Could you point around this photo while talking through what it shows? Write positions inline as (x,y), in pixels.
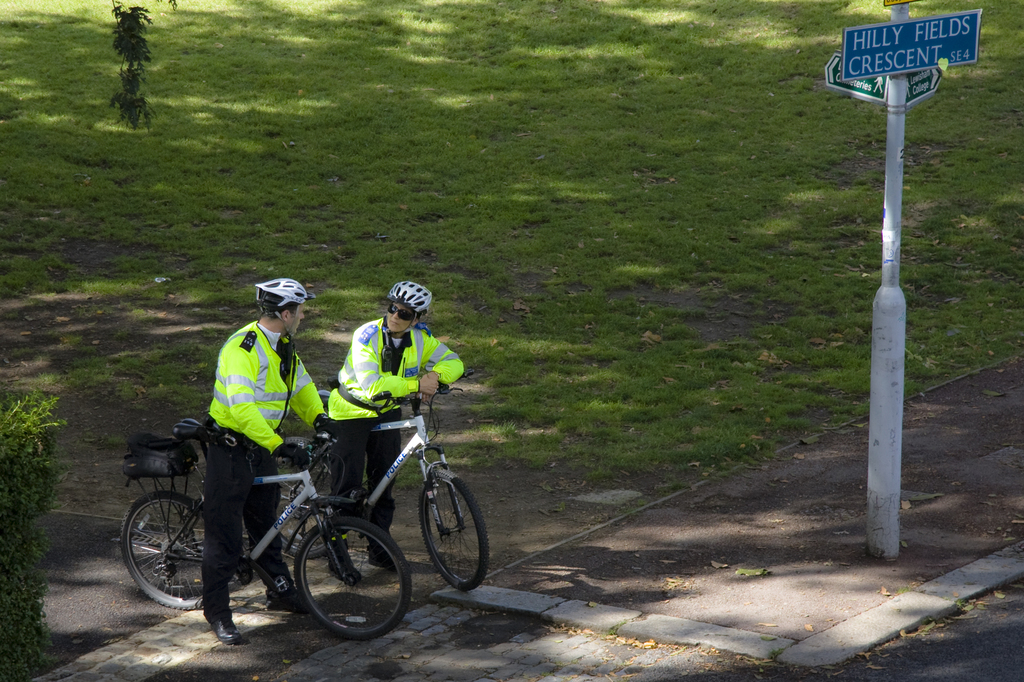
In the center of the image (358,373) there are two persons (358,373) on the bicycle (341,495). There is a sign board (868,53). In the background of the image (440,118) there is grass (546,167). At the bottom of the image (970,654) there is road (921,644). There is a pavement (702,635).
